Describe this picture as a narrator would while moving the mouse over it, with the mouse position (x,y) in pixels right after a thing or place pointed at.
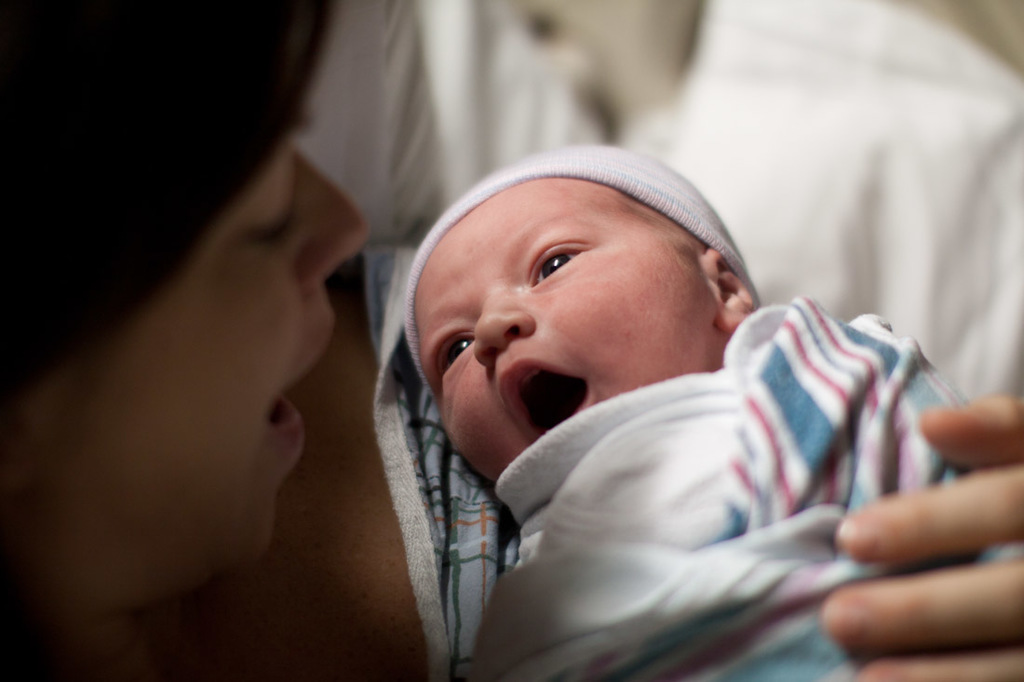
In this image there is a baby (573,386) wrapped in a cloth (700,510) is laying on a person (358,427).
